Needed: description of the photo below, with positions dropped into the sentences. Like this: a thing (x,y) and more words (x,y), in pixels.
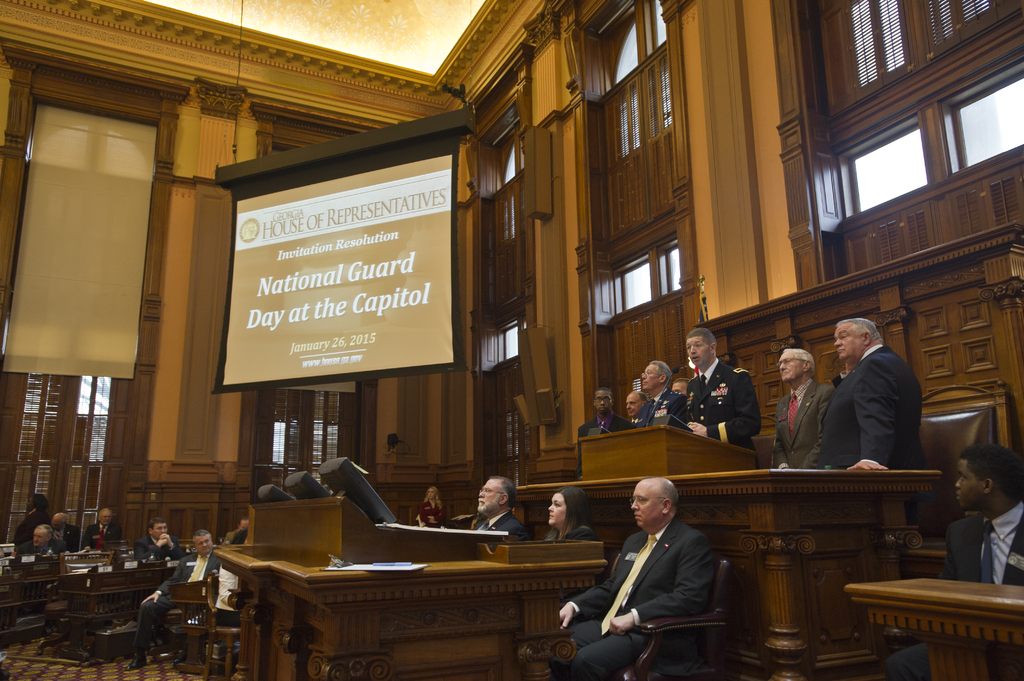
In the given image we can see there are many people (800,412) some of them are sitting and some of them are standing. This is a screen (345,278).
